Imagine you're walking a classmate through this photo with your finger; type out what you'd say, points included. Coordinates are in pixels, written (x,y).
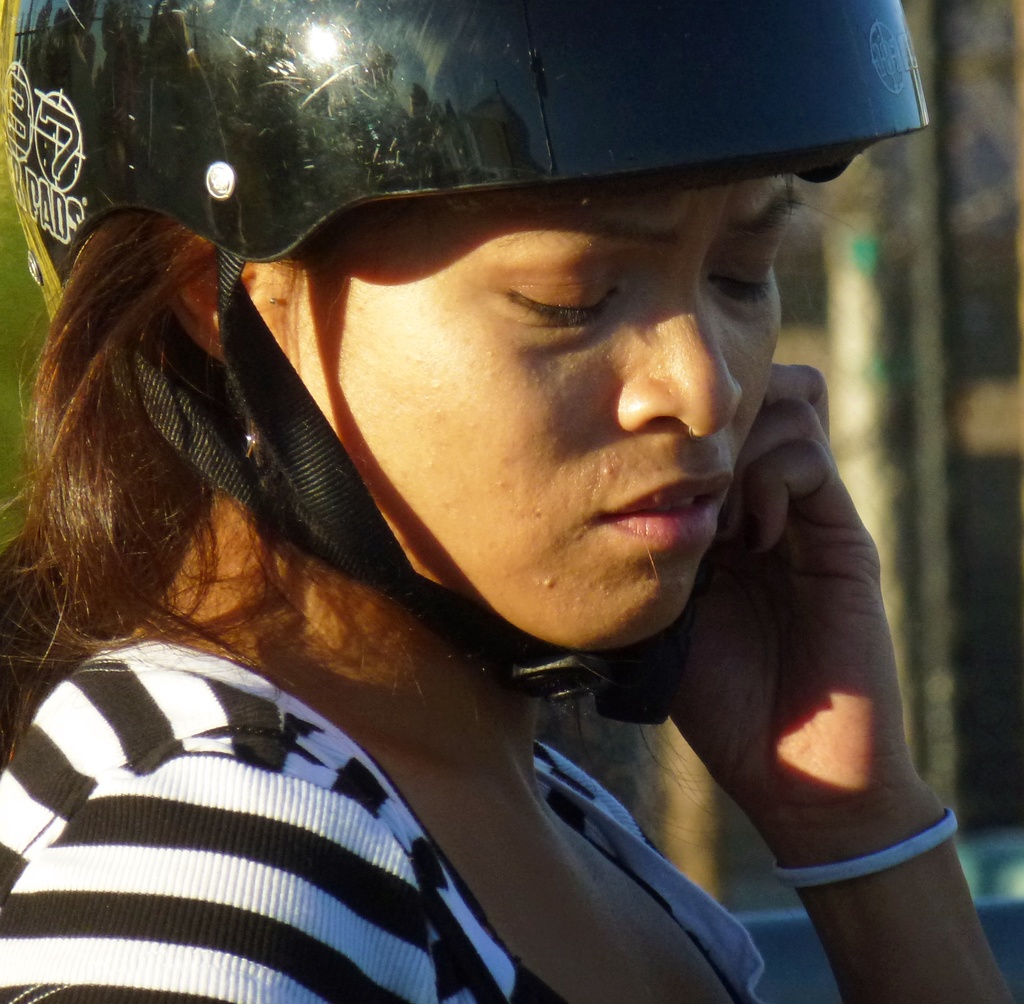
In this picture we can see a woman (374,469), she wore a helmet (216,199) and we can see blurry background (895,600).
